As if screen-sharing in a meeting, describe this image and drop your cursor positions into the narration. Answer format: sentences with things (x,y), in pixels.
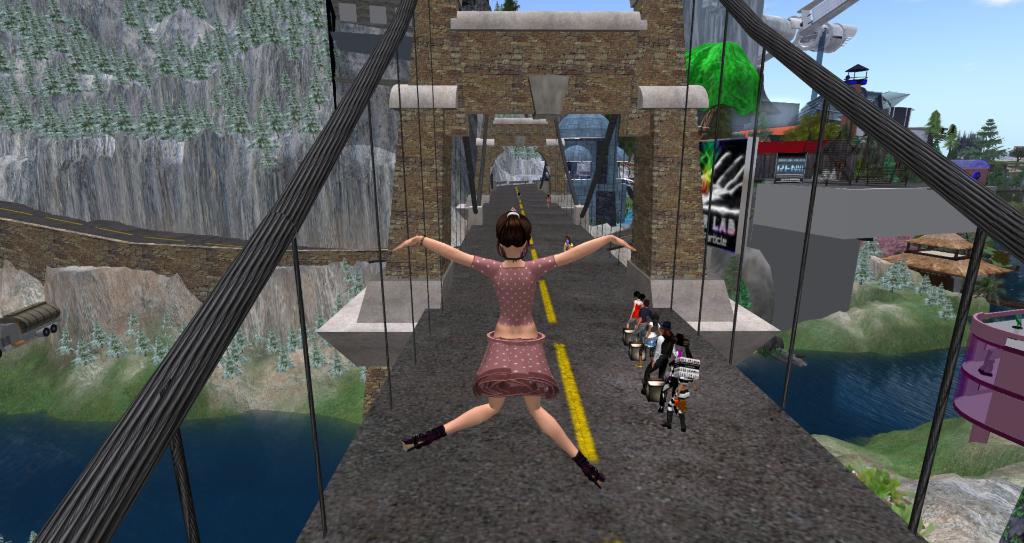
In this image I can see few people (655,358) are holding something and walking on the bridge (607,402). I can see a rock (158,45), trees (991,293), water (886,412), vehicle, road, houses (949,280) and boards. The sky (766,78) is in blue color. It is an animated image.
